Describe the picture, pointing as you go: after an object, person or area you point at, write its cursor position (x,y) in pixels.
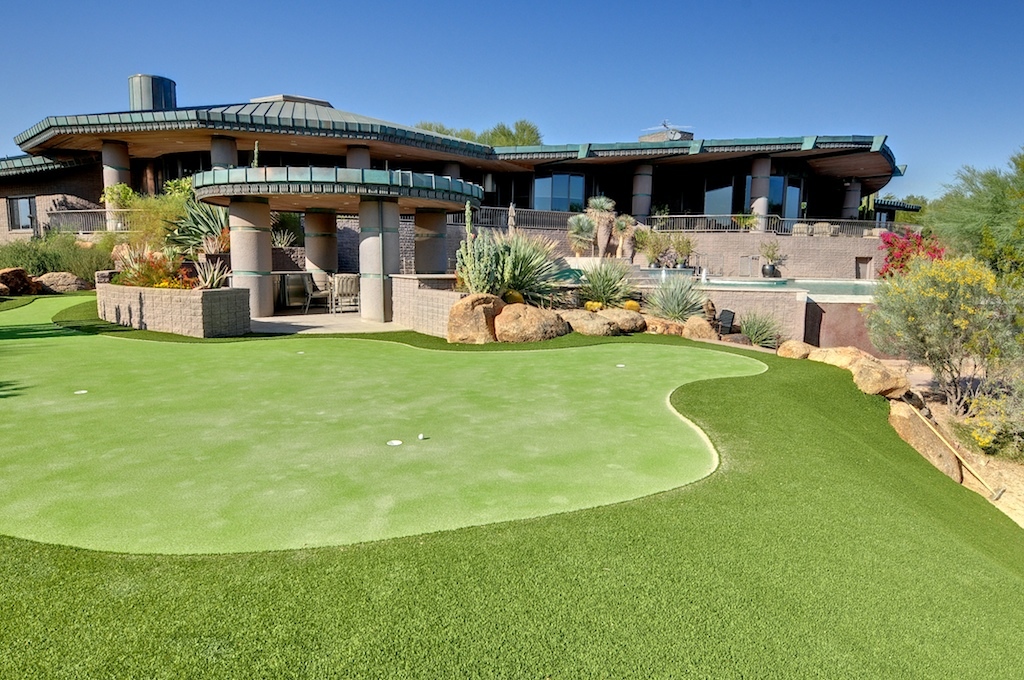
In this image, we can see plants (958,381), trees (931,312), houses (547,194), pillars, walls (851,312), railings (107,215), chairs (342,285), stones (473,324), grass (720,352) and glass objects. At the top of the image (535,50), there is the sky (629,87).
